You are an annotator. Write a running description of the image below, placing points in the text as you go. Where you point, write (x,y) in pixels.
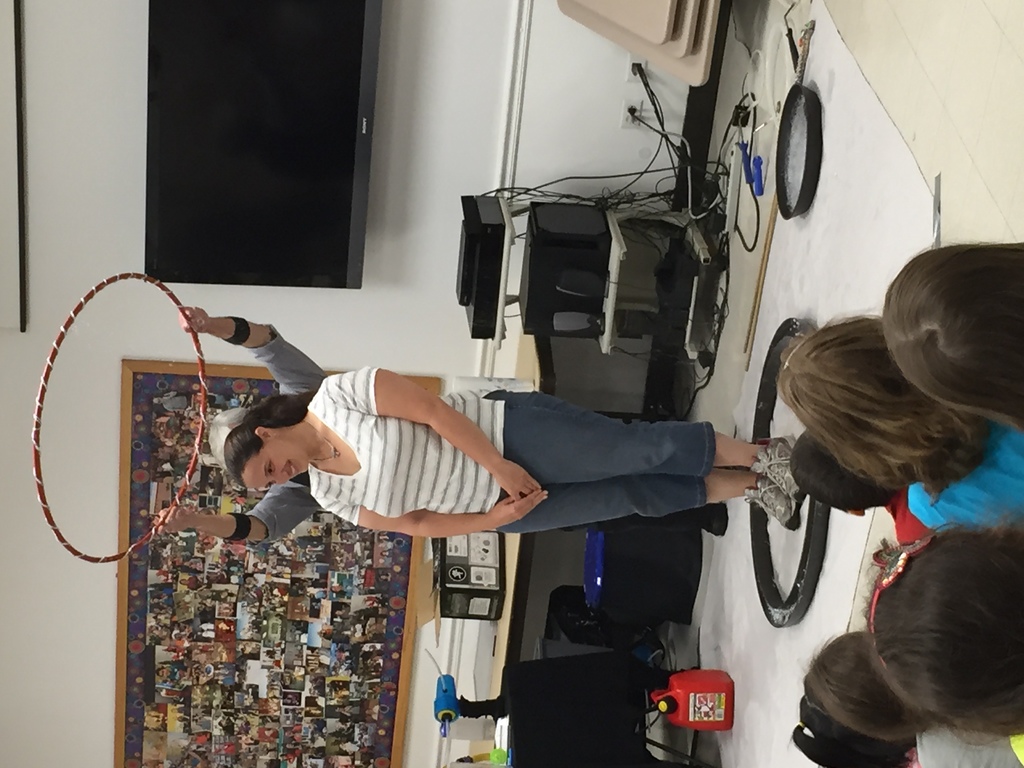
This is a tilted image, in this image there are children's (977,470) sitting on a floor (859,579) and in front of them there is a lady (384,469) and man (273,371) standing, man (238,328) is holding a ring (36,431) in his hand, in the background (482,253) there is a table (506,640), on that table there are few objects (477,314) and there is a wall (85,444) for that wall (85,468) there is a TV (293,243) and a photo frame (171,628).
